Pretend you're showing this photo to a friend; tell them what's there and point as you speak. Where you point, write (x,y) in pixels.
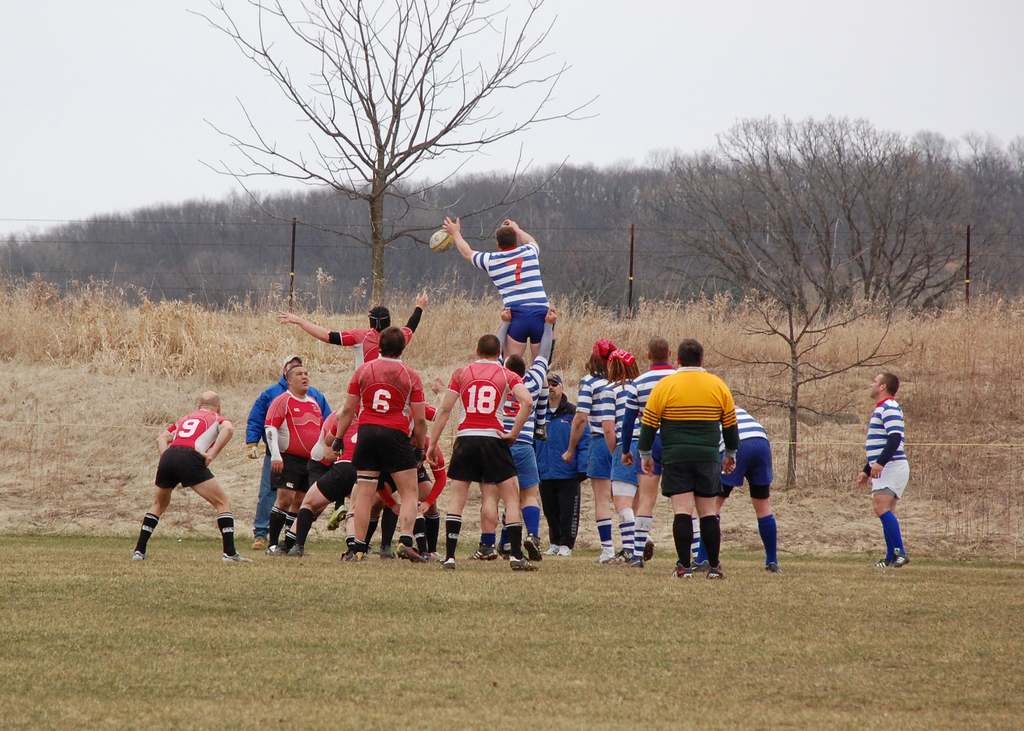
In this picture we can see a group of people (553,525) on the ground (727,613), here we can see a ball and in the background (547,133) we can see trees (609,179), poles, sky (559,149).
